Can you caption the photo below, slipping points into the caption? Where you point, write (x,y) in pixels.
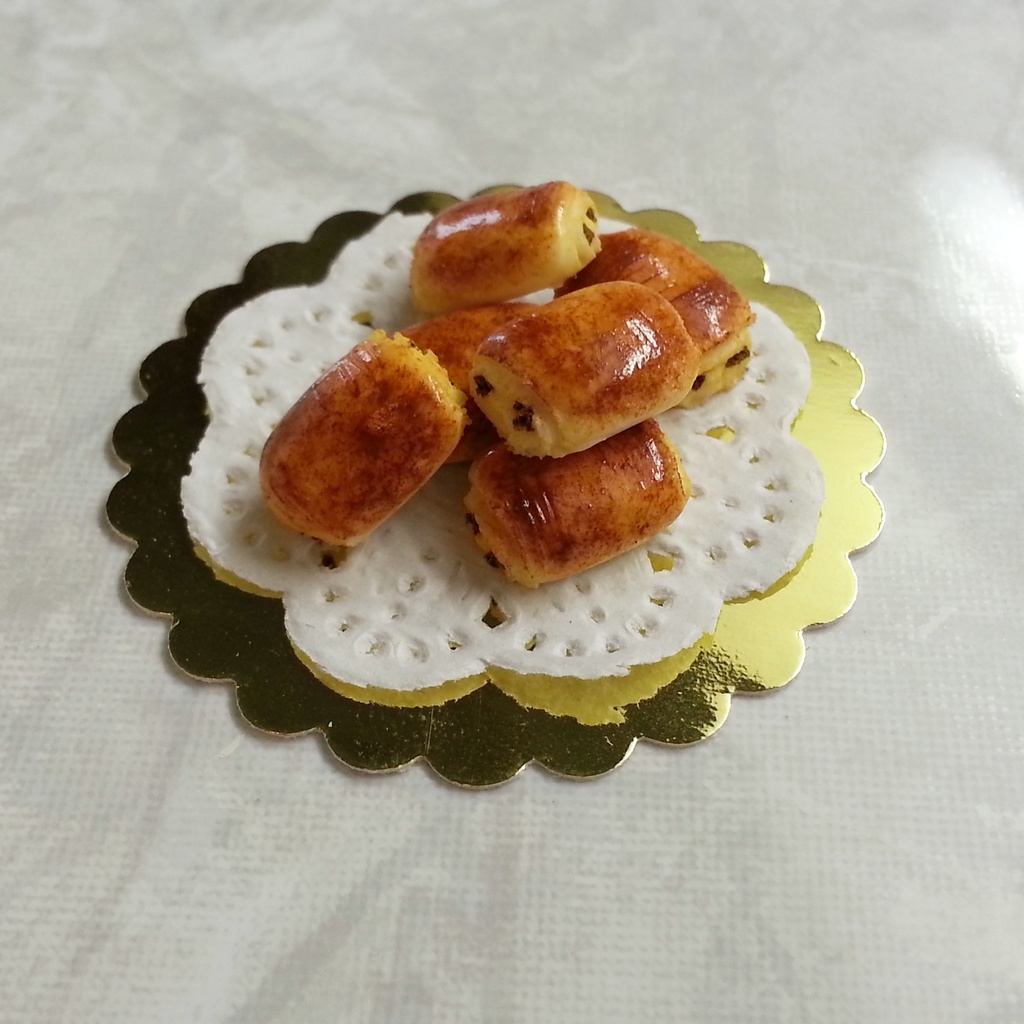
Here I can see some food items (447,357) are placed on a white color object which seems to be a tissue paper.
